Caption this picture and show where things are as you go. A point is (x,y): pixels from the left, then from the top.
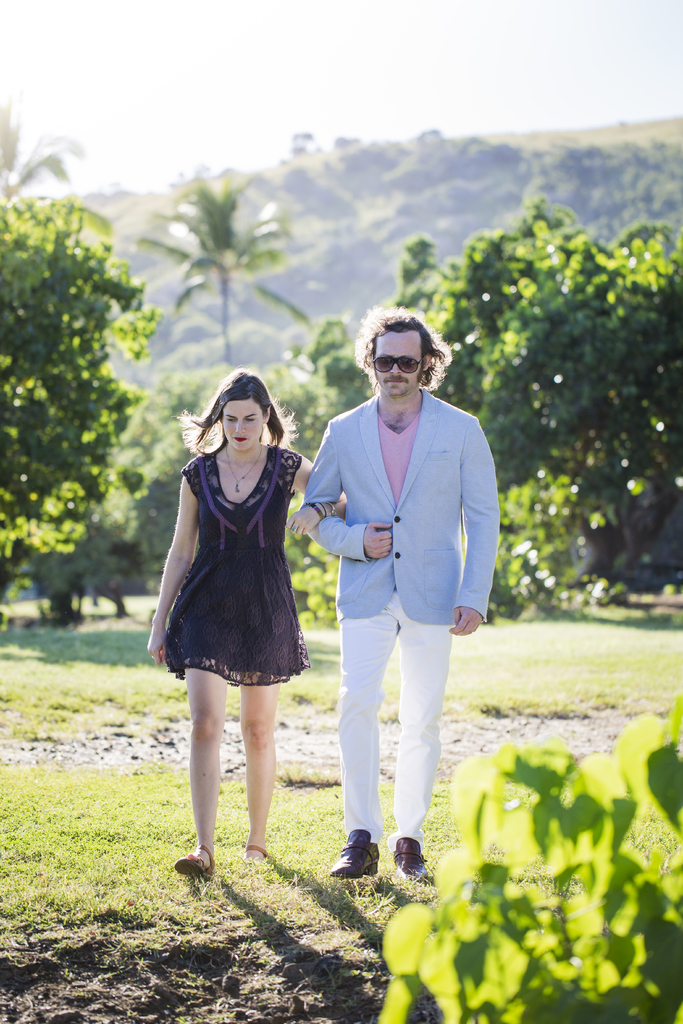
In the center of the image (342,553) we can see two persons (350,590) are walking and they are in different costumes (354,556). And the right side person (454,424) is wearing sunglasses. In the background (301,103), we can see the sky (422,93), clouds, hills (648,203), trees (578,354), plants (536,835), grass (226,797) etc.
